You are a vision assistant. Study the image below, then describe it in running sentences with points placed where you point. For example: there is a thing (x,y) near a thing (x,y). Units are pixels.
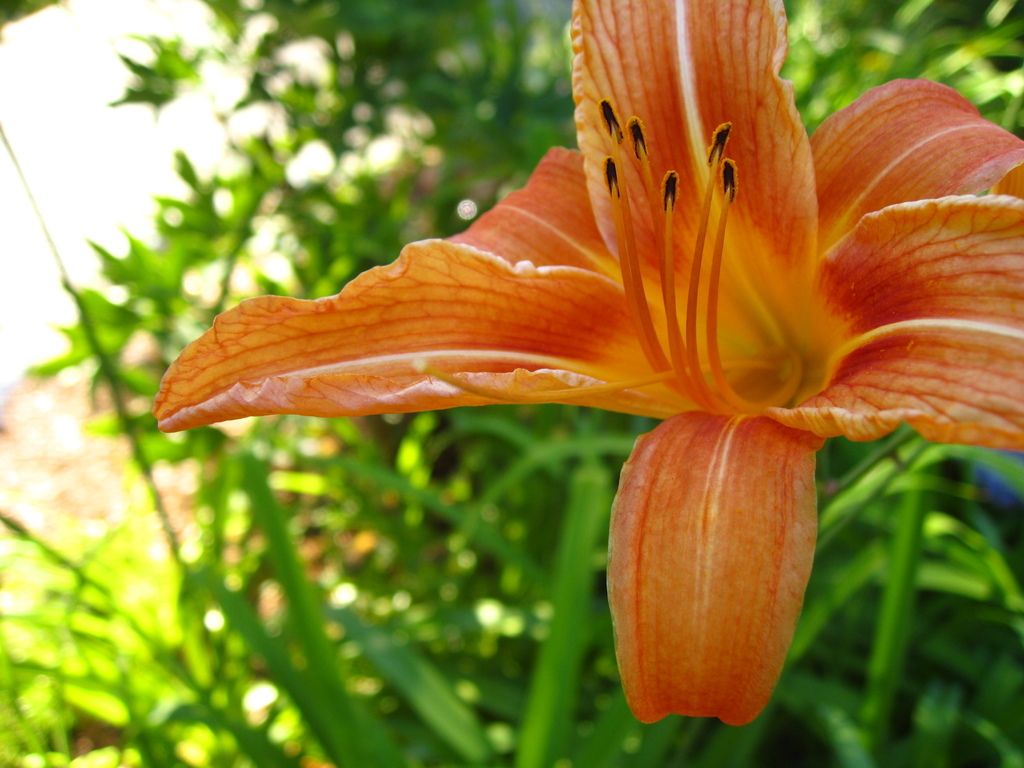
In the foreground of this image (679,361), there is an orange colored flower (570,296) to a plant (508,400) and in the background (241,195), there are trees (209,189), sorry plants (180,245).
